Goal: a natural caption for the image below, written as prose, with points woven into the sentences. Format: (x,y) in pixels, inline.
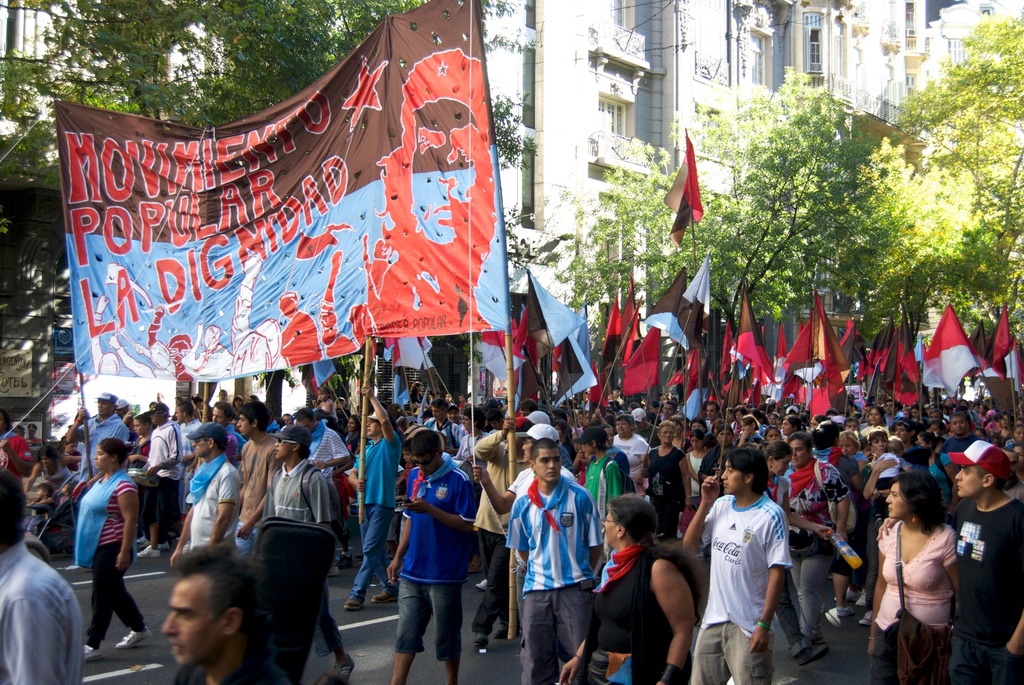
Group of people (611,528) are walking by holding the banners (452,180) and flags (658,312). On the right side (937,175) there are trees (937,175), in the middle (536,250) there are buildings (634,94).
